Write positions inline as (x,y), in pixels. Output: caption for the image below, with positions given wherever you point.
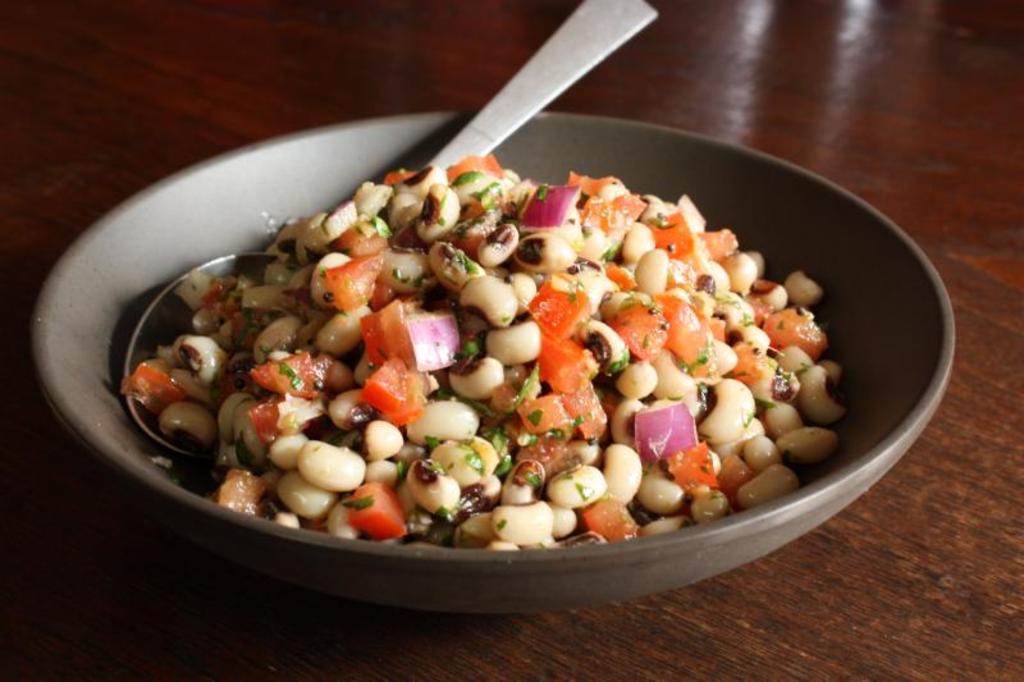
In this image there is a table (699,613) and we can see a bowl (500,595) containing salad (467,324) and a spoon (501,109) placed on the table (834,602).
